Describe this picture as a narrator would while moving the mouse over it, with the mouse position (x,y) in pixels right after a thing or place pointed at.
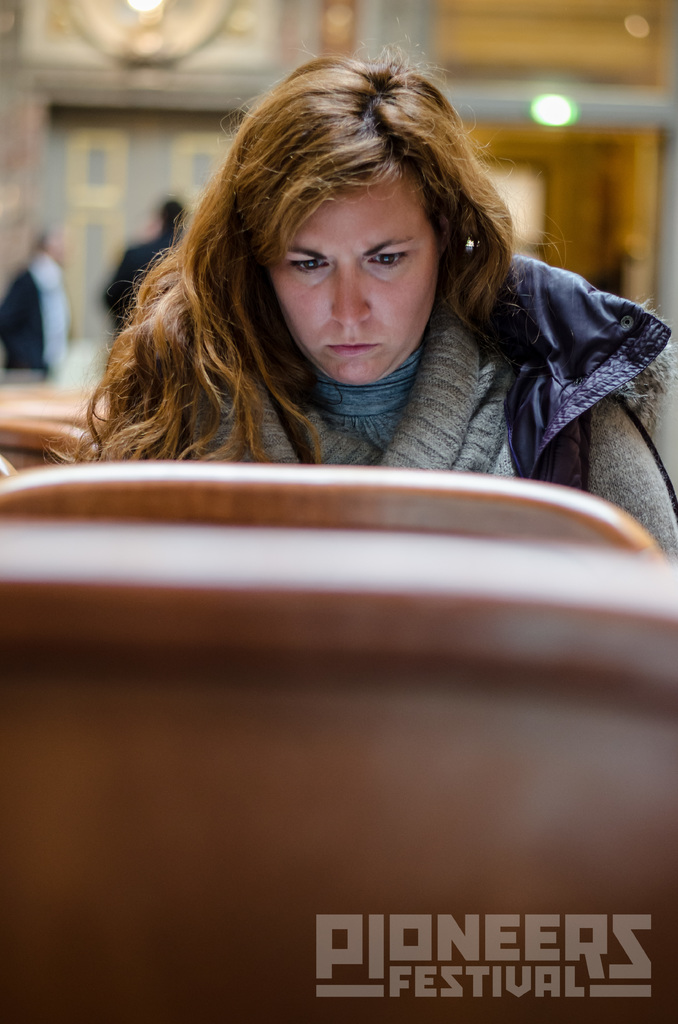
In this image we can see a woman (340,350) sitting. On the bottom of the image (551,973) we can see some text (595,961). On the backside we can see some people (133,299) standing.
